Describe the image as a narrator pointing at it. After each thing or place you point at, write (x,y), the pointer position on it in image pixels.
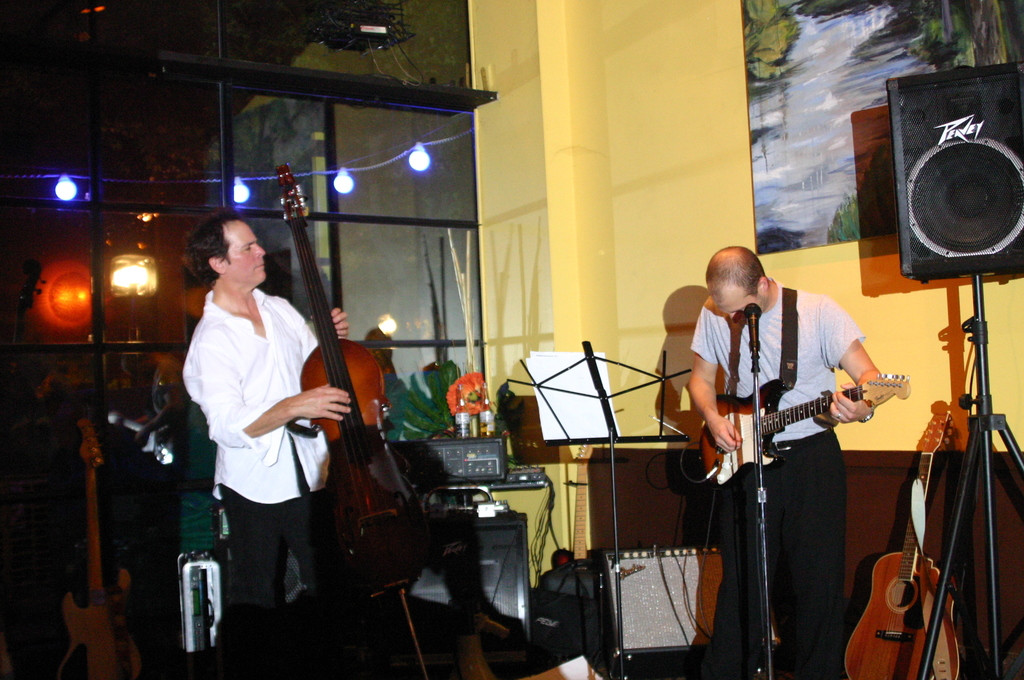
Here in this picture we can see two men (288,384) are playing instruments (384,449). To the right most corner (763,430) there is a man (773,366) playing guitar (753,412) in front of him there is a mic (758,332). And beside of him there is guitar (904,551). To the left most corner (72,593) there is an another guitar (98,617). Beside that guitar (92,533) there is a suitcase like thing (198,601) in white color. And to the right most corner (948,222) we can see a big speaker (962,188). Behind that speaker (930,197) there is wall (858,258). To that wall (848,267) we can see a painting (819,126) on it. In the middle of this picture (550,247) we can see a pillar (555,230). In front of that pillar (571,225) there are boxes (488,469), black color boxes (488,469).
